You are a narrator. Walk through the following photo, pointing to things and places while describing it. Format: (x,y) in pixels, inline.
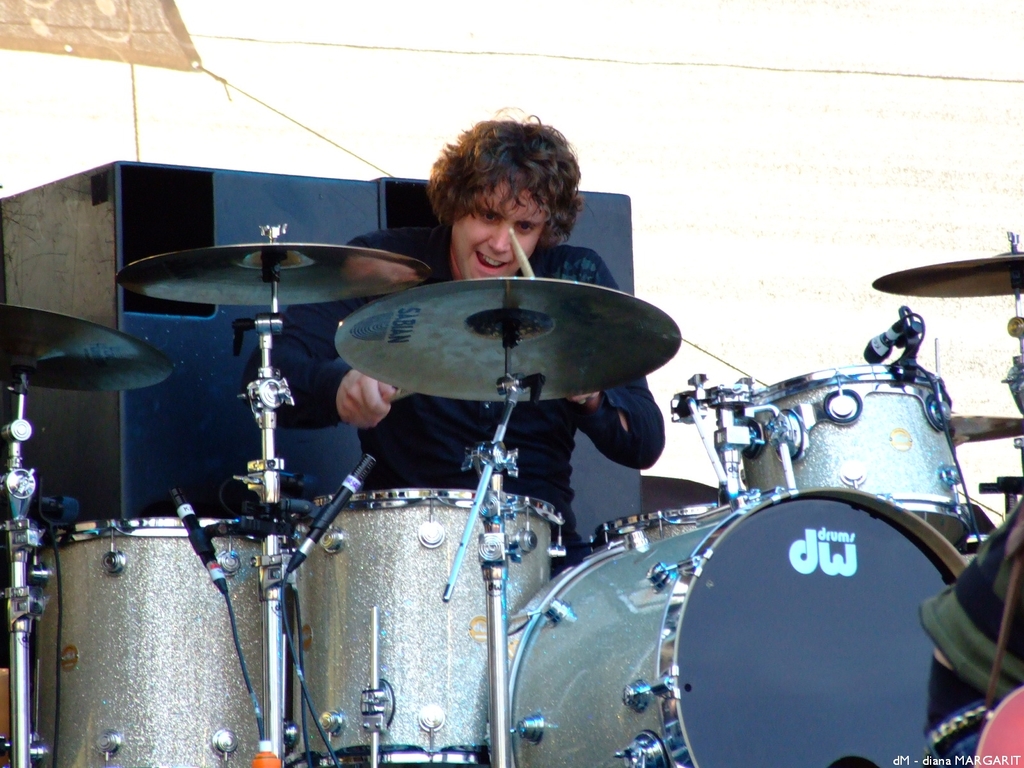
In this image we can see a person (474,203) is sitting and playing drums (593,595) and he is wearing dark blue color t-shirt (435,419). Background (145,221) two big boxes (187,208) are there.
